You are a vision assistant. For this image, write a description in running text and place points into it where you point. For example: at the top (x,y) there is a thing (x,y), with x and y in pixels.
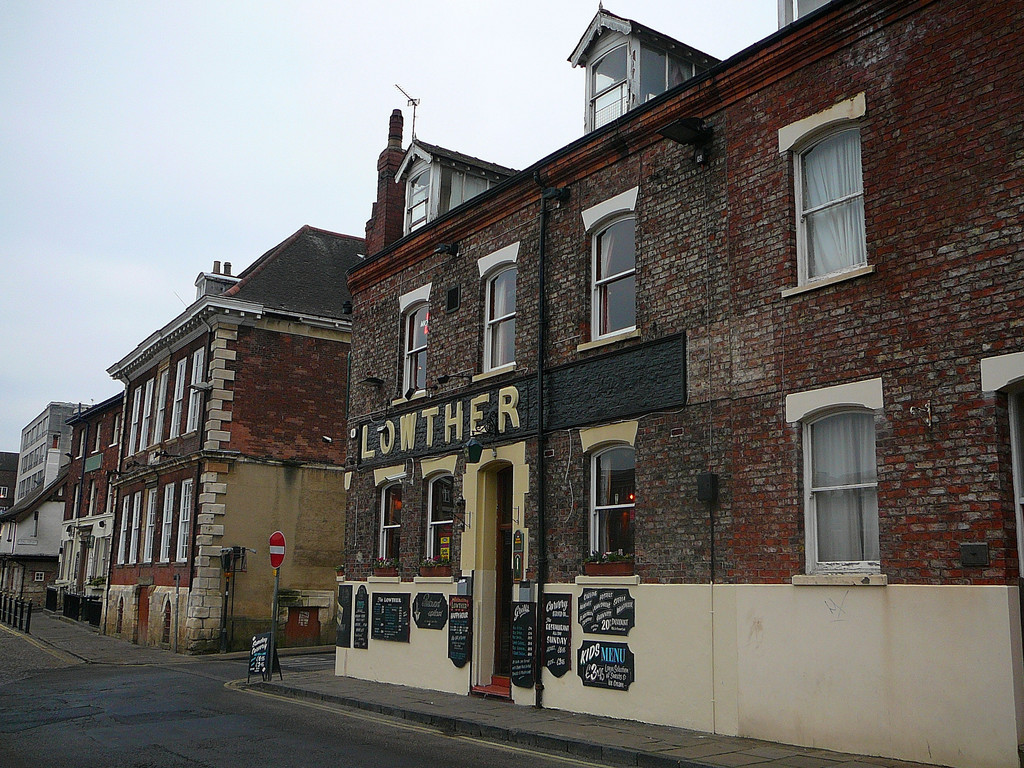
In this image I see number of buildings (474,369) and I see something is written over here and I see the road (121,734) and I see a sign board (256,644) over here. In the background (32,362) I see the grey sky (238,128).
